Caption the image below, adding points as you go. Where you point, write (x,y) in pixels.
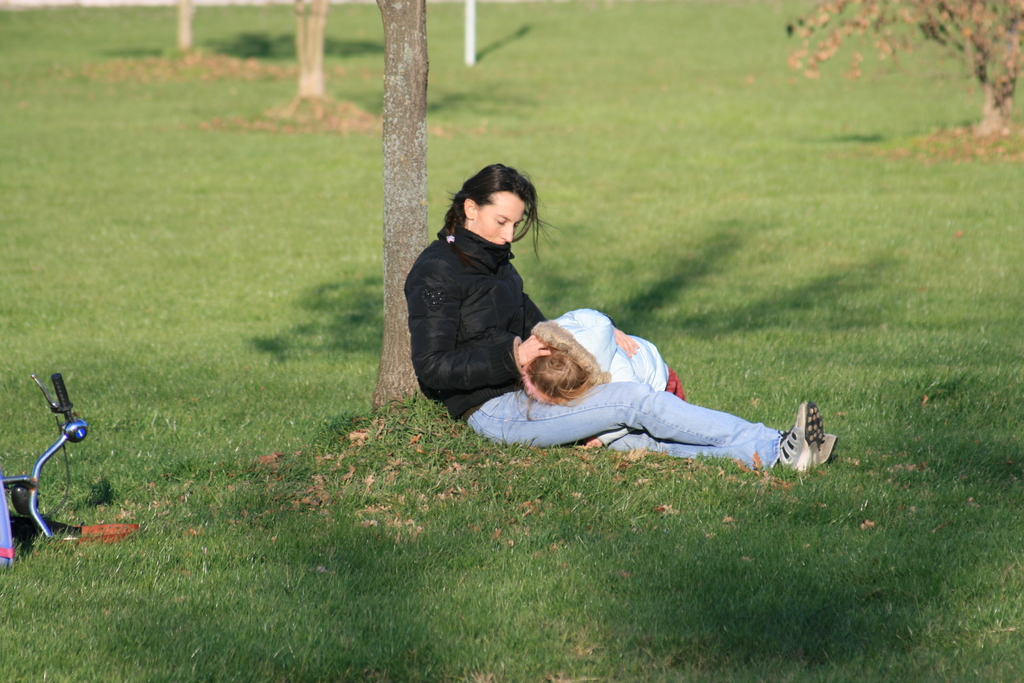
In this picture we can see a pole (471,35), tree trunks (312,51), leaves (954,157) and grass (495,114). We can see a woman (418,361) sitting and a child (562,327) is lying in her lap (561,430). On the left side of the picture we can see the partial part of a bicycle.
